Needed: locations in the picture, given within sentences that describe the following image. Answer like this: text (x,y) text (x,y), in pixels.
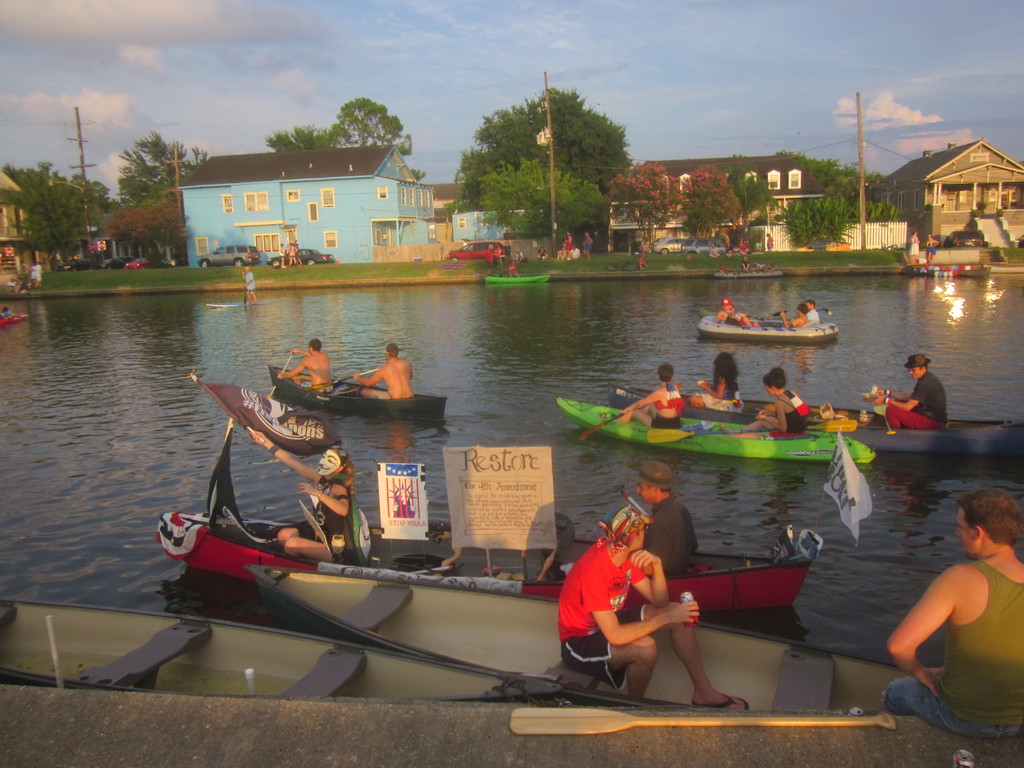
There are people (574,565) sitting on boats (712,437) and this man (964,687) sitting on the surface (906,762), beside this man (954,731) we can see a paddle (553,724) and we can see boards (481,521) and banners (836,497) on this boat (419,551). We can see boats (453,538) above the water (476,366). In the background (324,277) we can see people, vehicles (249,261), grass (182,269), buildings (935,201), poles (80,181), wires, trees (496,189) and sky (862,34) with clouds (922,125).
